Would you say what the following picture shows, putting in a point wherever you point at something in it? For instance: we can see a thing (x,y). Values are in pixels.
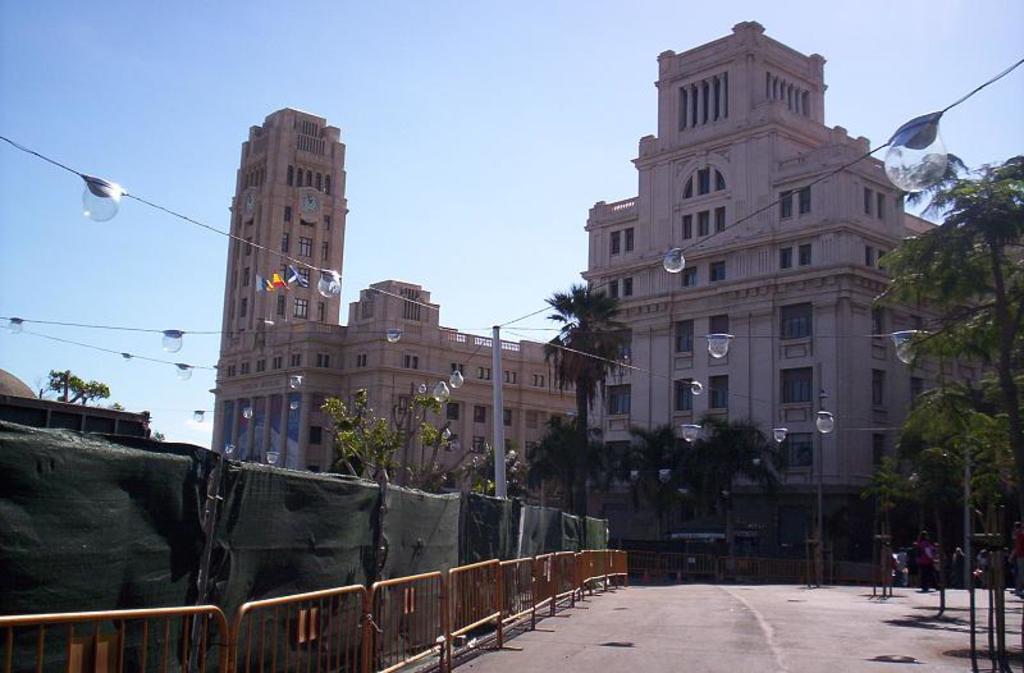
There are barricades (331,643) and a road (613,667) is present at the bottom of this image (644,607). We can see trees (636,451) and buildings (229,401) in the middle of this image (382,438) and the sky (457,147) is in the background (421,139).
